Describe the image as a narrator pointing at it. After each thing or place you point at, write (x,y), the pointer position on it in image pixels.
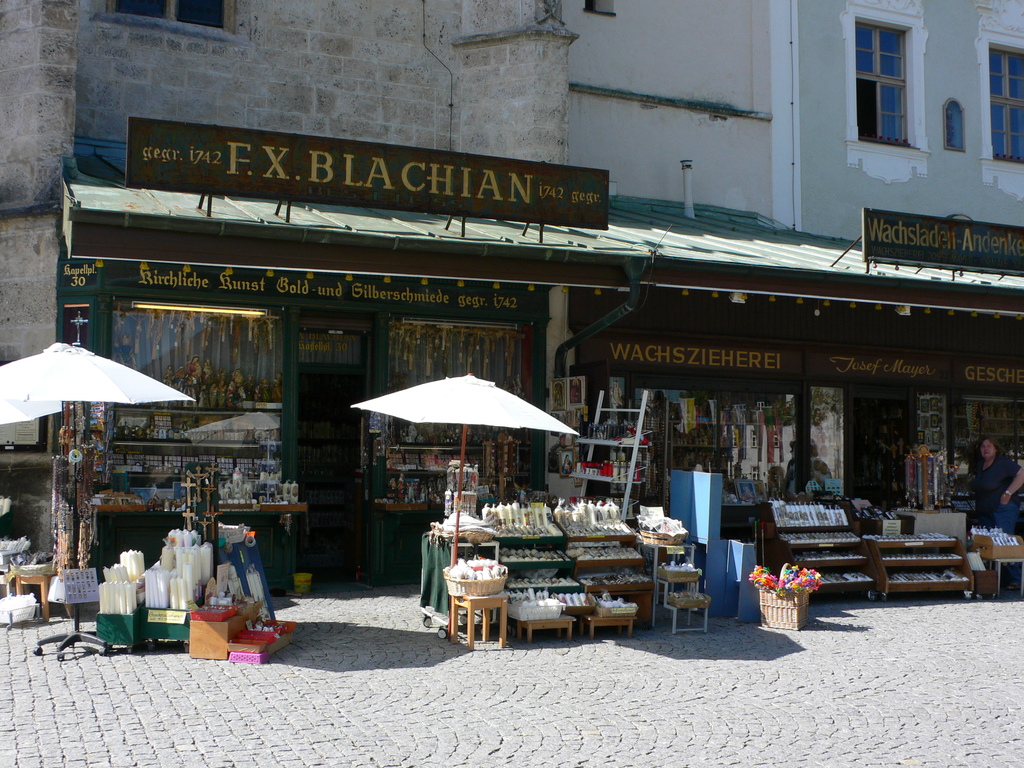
In the picture we can see buildings (275,240) with two shops (202,240) and a name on it as F.X. Blachian and near the shop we can see two umbrellas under it we can see some things (537,609) are placed on the desk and beside it also we can see another shop (847,268) with a person (978,473) standing near it and to the building (897,143) we can see some windows (895,95) with glasses (895,68) to it.
